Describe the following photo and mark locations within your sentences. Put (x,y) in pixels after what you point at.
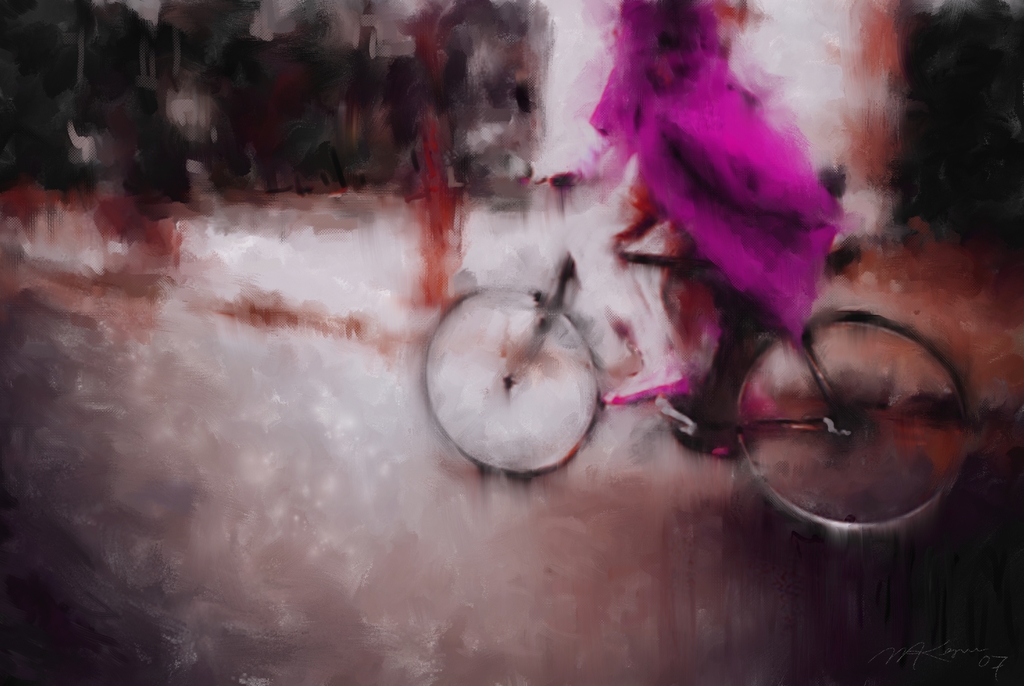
In the image we can see the painting (529,425). In the painting (614,431) we can see a person (723,206) riding on the bicycle (544,305).
